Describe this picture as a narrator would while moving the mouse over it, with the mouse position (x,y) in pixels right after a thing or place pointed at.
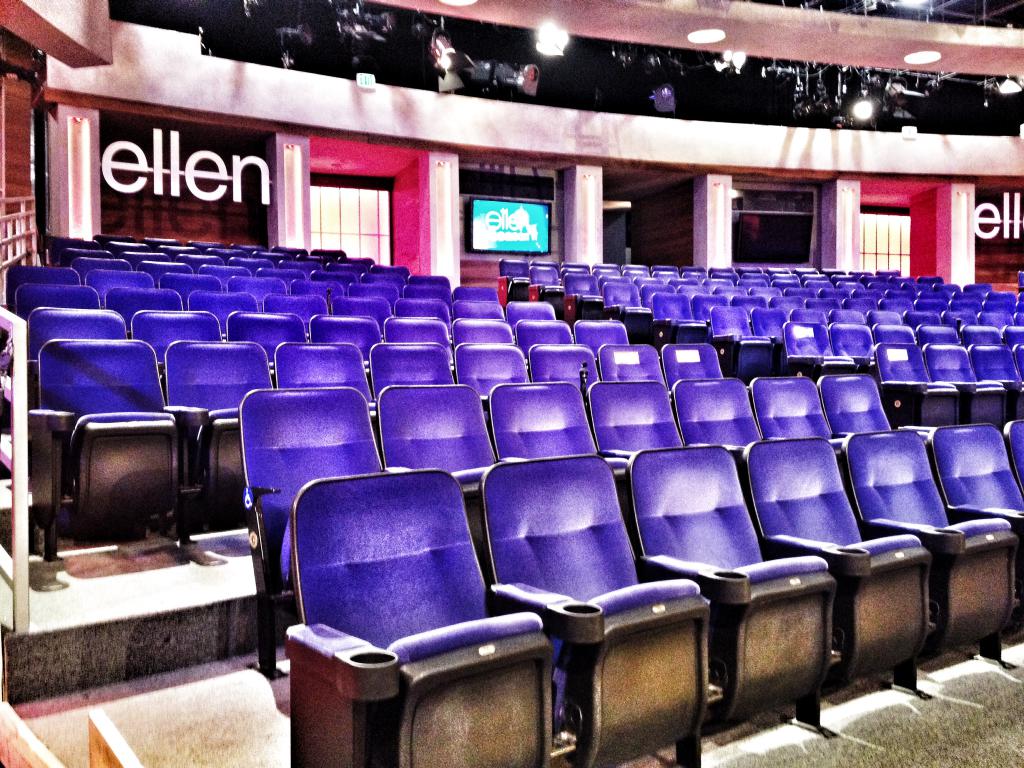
In this picture there are many empty chairs (559,464) which are in violet color and there is a television (512,223), few lights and some other objects (434,169) in the background (371,203).
